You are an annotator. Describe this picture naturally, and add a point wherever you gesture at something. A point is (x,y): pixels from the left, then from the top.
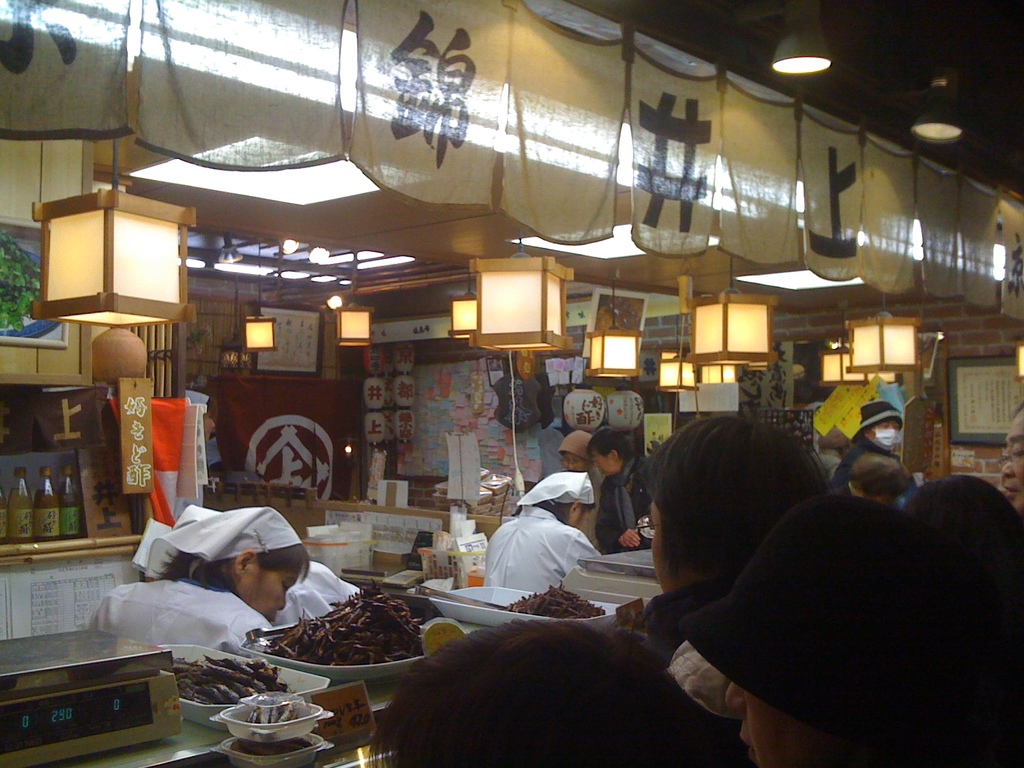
In this image there are a few people (169,599) working in a restaurant (415,524), in front of them on the counter (191,712) there are a few items (501,599) in front of the counter (616,579), there are a few customers (605,679) standing, in the background of the image (24,507) there are sauce bottles (46,522), menus (127,461), clothes (166,454), lamps (157,268), etc.
